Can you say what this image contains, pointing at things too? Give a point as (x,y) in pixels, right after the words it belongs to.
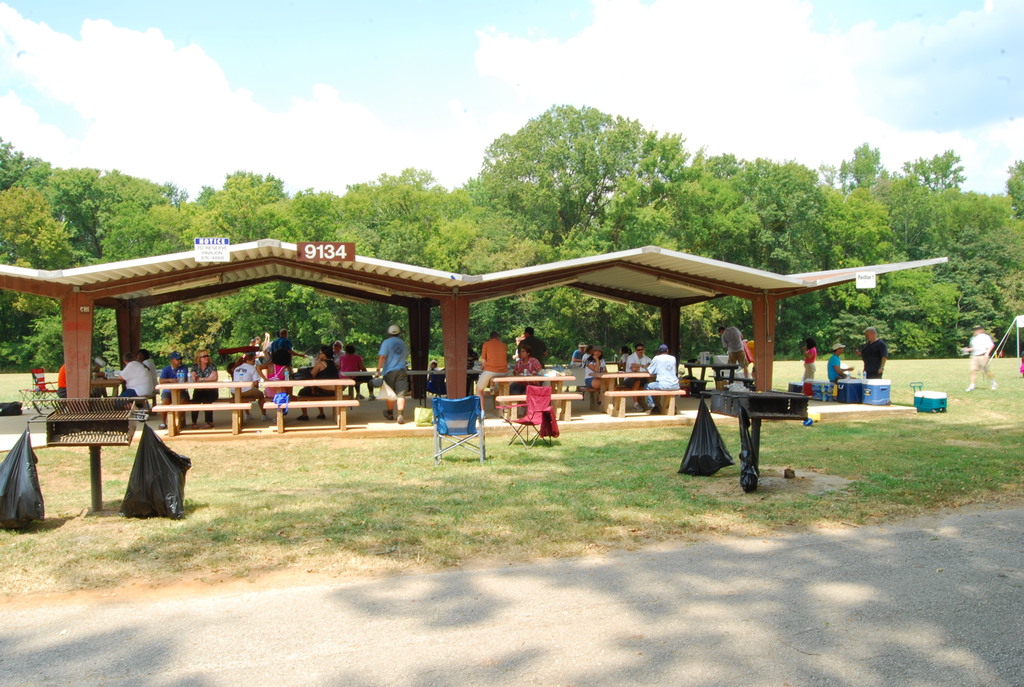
In this image we can see a shed (114,307) with pillars (764,370). There are benches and tables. There are many people (485,380). Some are sitting. Some are standing. Also there are stands (108,430). On the stands (90,430) there are covers (711,453) hanged. And there are chairs (508,420). On the ground (468,524) there is grass (497,519). There is road (668,615). In the background (614,183) there are trees (134,214). And there is sky (503,114) with clouds (522,70).
